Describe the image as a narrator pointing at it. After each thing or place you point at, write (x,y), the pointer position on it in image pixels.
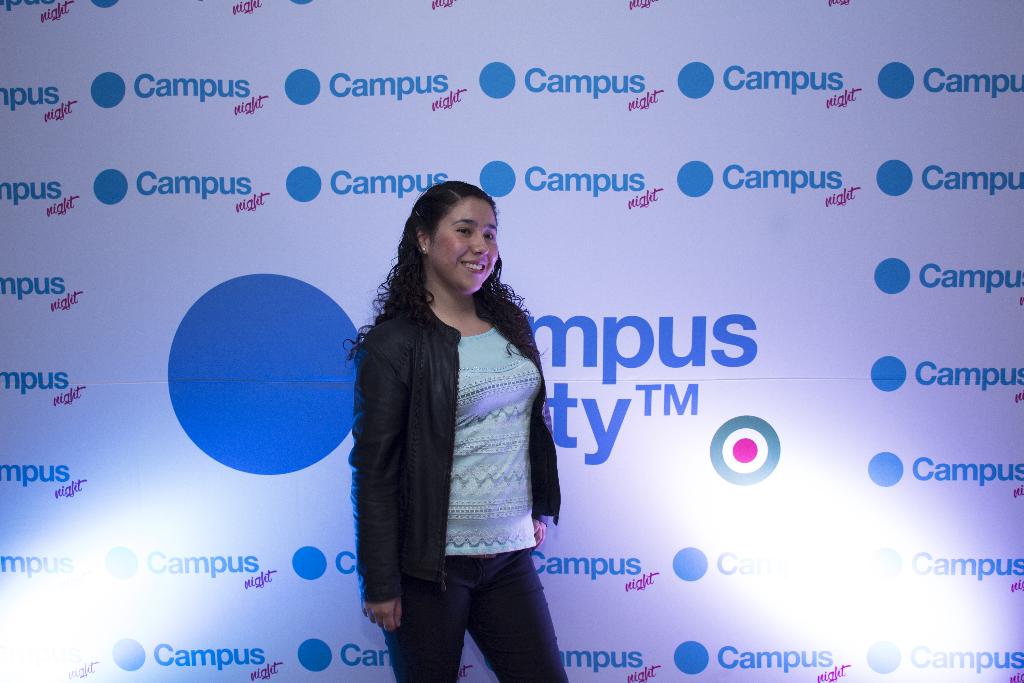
In this image a lady (416,413) is standing wearing a black jacket (446,384) and blue t-shirt (473,409). She is smiling. In the background (727,201) there is a banner (811,239).
